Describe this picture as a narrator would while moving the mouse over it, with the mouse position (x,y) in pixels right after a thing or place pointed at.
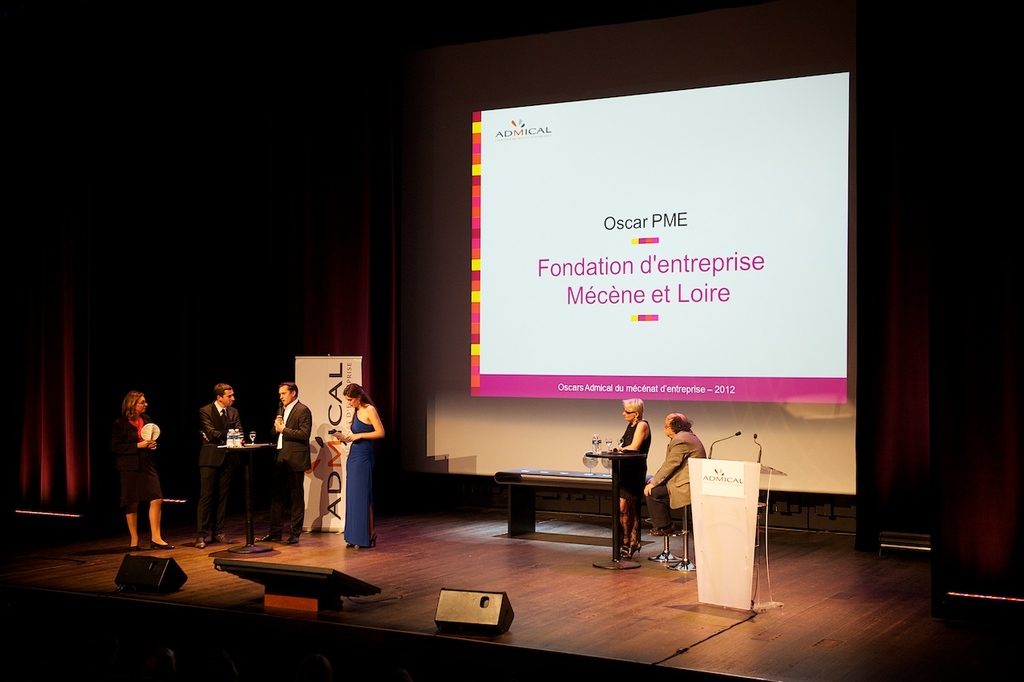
In this image I can see few people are standing and one person (683,495) is sitting on the chair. I can see few glasses (599,460) and few objects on the tables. I can see few curtains (366,318), banners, speakers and the projection screen (682,312).
